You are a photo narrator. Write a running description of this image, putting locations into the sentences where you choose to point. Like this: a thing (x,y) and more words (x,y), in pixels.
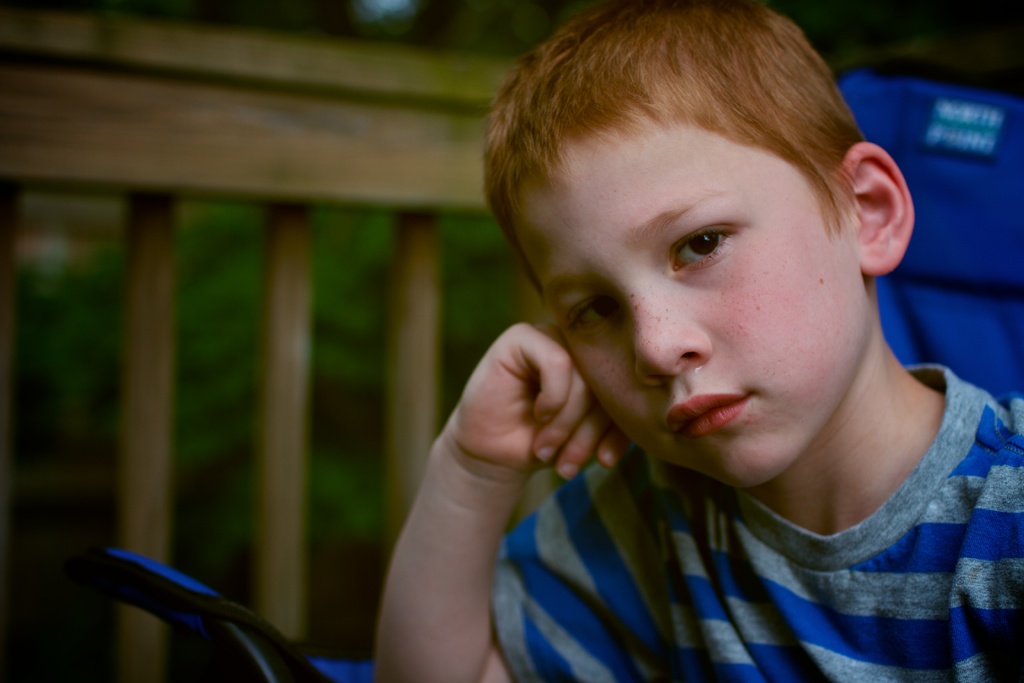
In this image we can see a boy (617,375), fence (293,484) and an object (215,595), and also the background (331,534) is blurred.
